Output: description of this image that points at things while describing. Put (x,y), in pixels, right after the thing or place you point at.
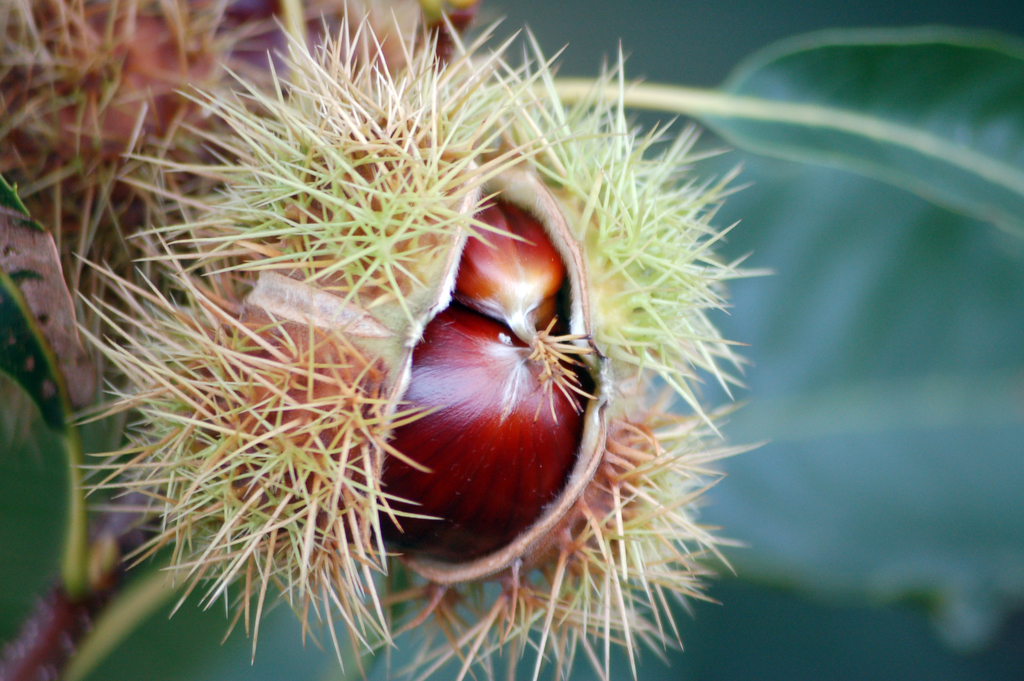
In this image there is a plant (182,311). There are leaves (51,295) and fruits (280,213) to the plant (294,295). The background (669,16) is blurry.
